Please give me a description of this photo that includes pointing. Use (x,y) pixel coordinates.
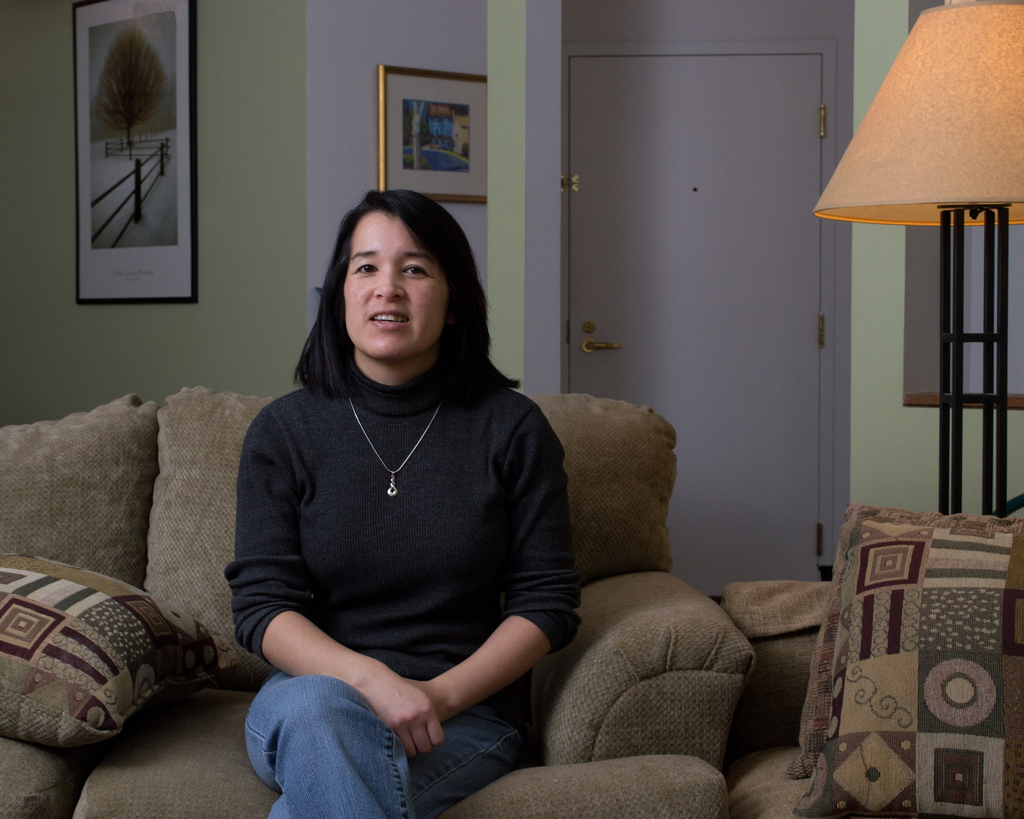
A woman (331,541) is sitting on the sofa (551,817) behind her there is a door (639,327).
